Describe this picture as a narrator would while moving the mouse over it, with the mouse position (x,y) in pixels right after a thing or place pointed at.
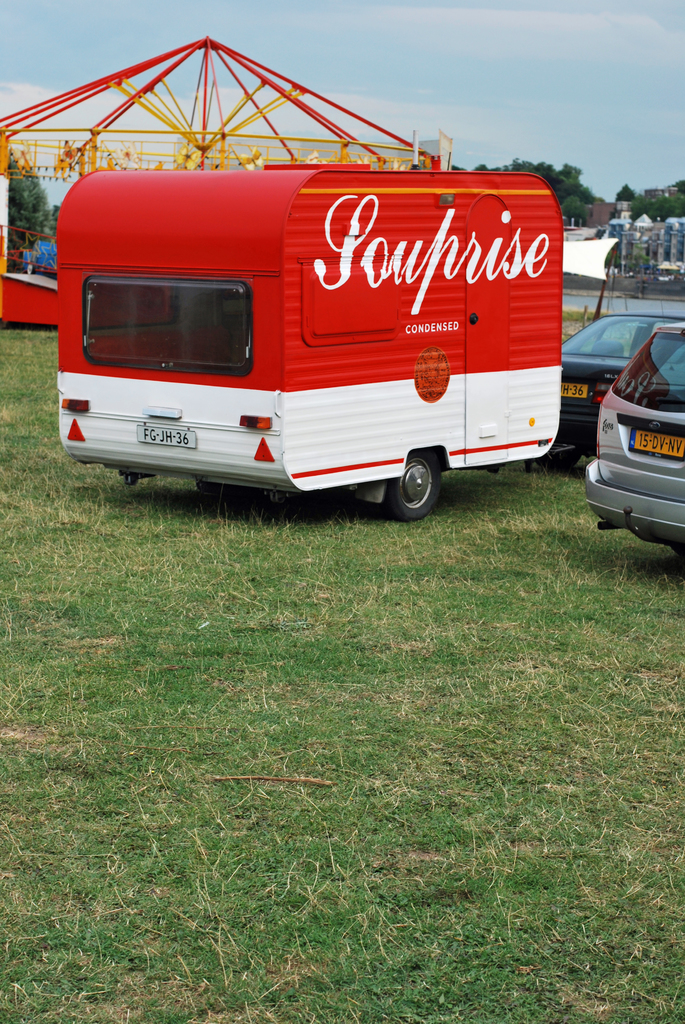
In the image in the center (253,442), we can see few vehicles (306,398). In the background (304,133), we can see the sky (295,40), clouds (480,13), trees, buildings (684,252), water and child carousel (56,160).
